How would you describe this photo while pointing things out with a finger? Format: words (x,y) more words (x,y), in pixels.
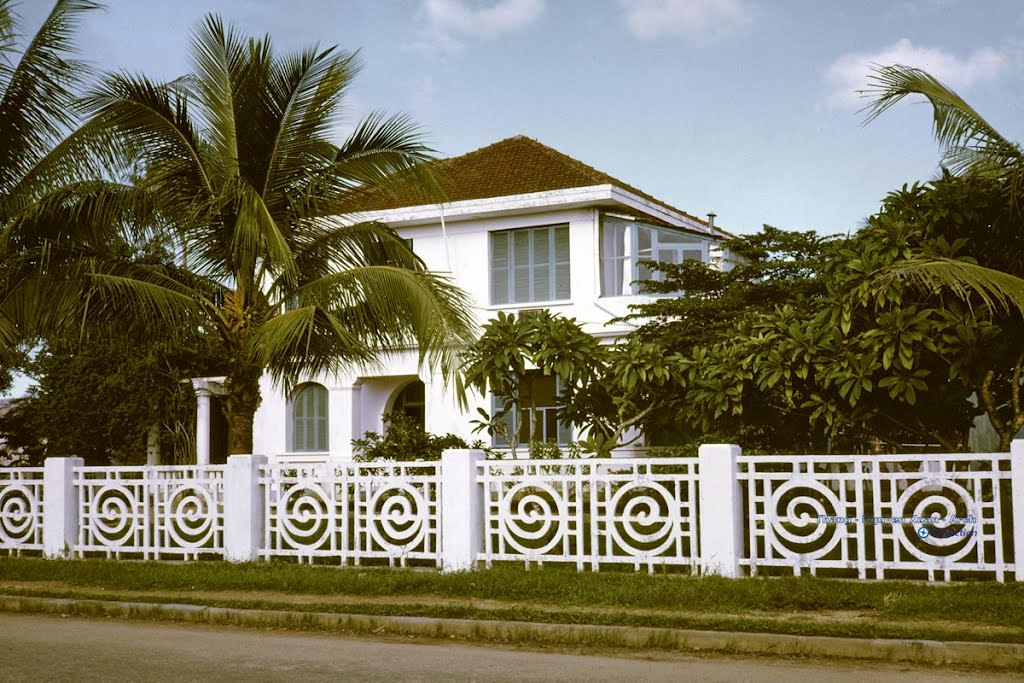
In this image we can see there is a building (519,268), in front of the building (553,433) there are trees (613,424), fence (477,525), grass (367,595), road (257,636) and sky (698,23) in the background (702,103).
